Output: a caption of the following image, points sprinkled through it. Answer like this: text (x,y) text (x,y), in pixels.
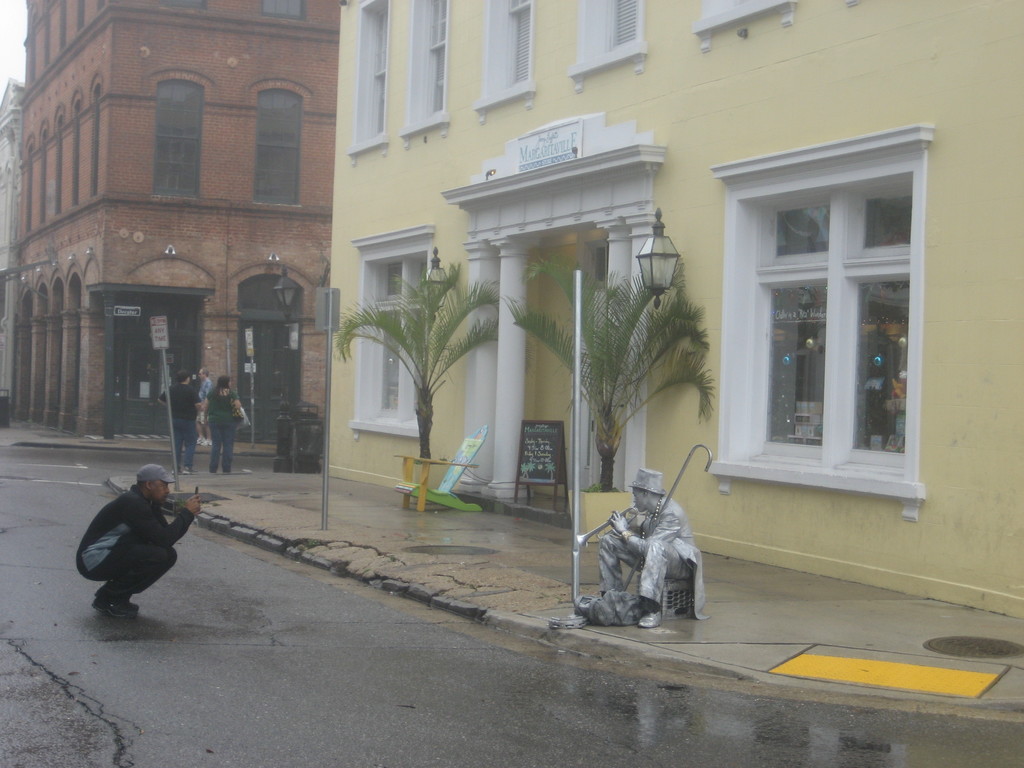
In this image in front there are two people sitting on the road (294,627). Behind them there are few other people (194,409) standing on the road (265,460). At the right side of the image (707,404) there are lights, chair (446,497), plants (448,352), directional boards (326,313). On the backside of the image (370,127) there are buildings (394,50).
